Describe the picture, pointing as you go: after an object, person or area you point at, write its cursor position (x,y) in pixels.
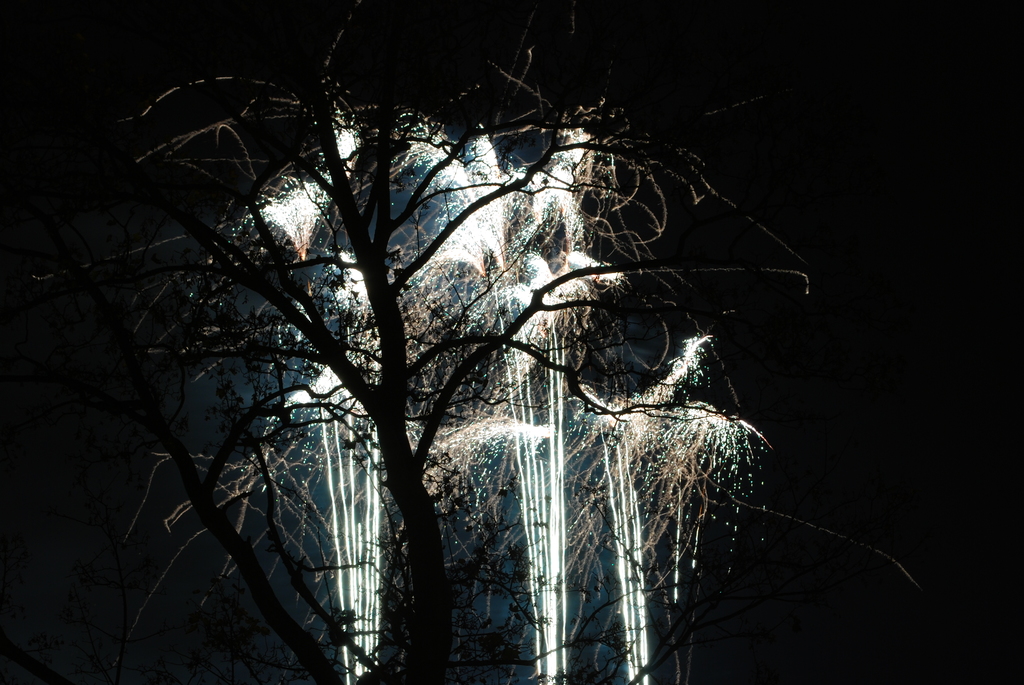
In this picture I can see the trees (404,465) and lights (495,419) in the middle (498,415).
